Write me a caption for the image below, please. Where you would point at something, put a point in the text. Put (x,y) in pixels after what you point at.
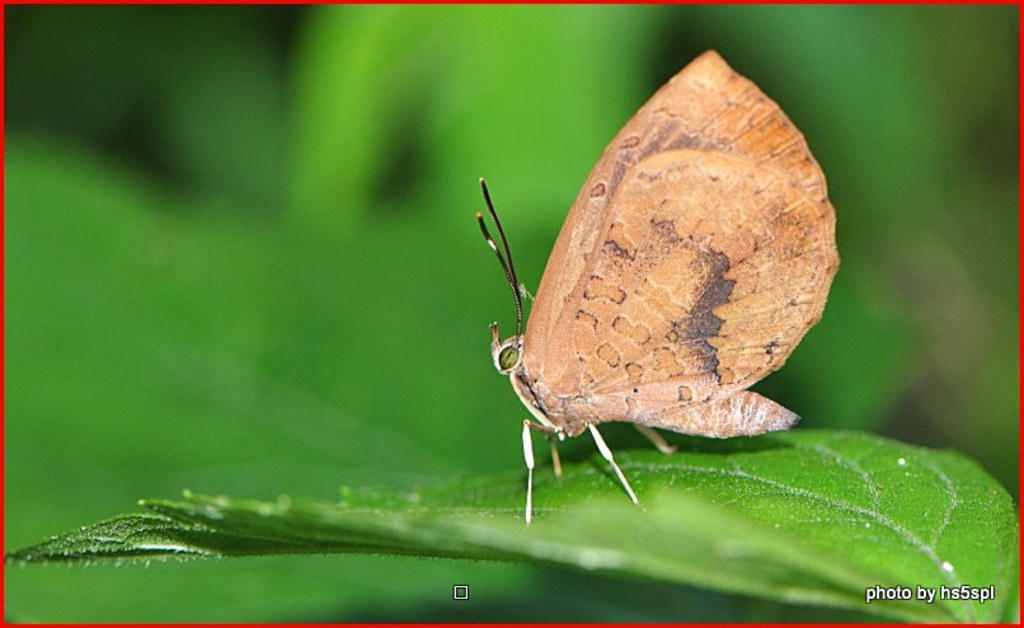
On the bottom right (914,600), there is a watermark (886,594). On the right side (780,229), there is a butterfly (588,296) on a green color leaf (859,443). And the background (236,407) is blurred.
